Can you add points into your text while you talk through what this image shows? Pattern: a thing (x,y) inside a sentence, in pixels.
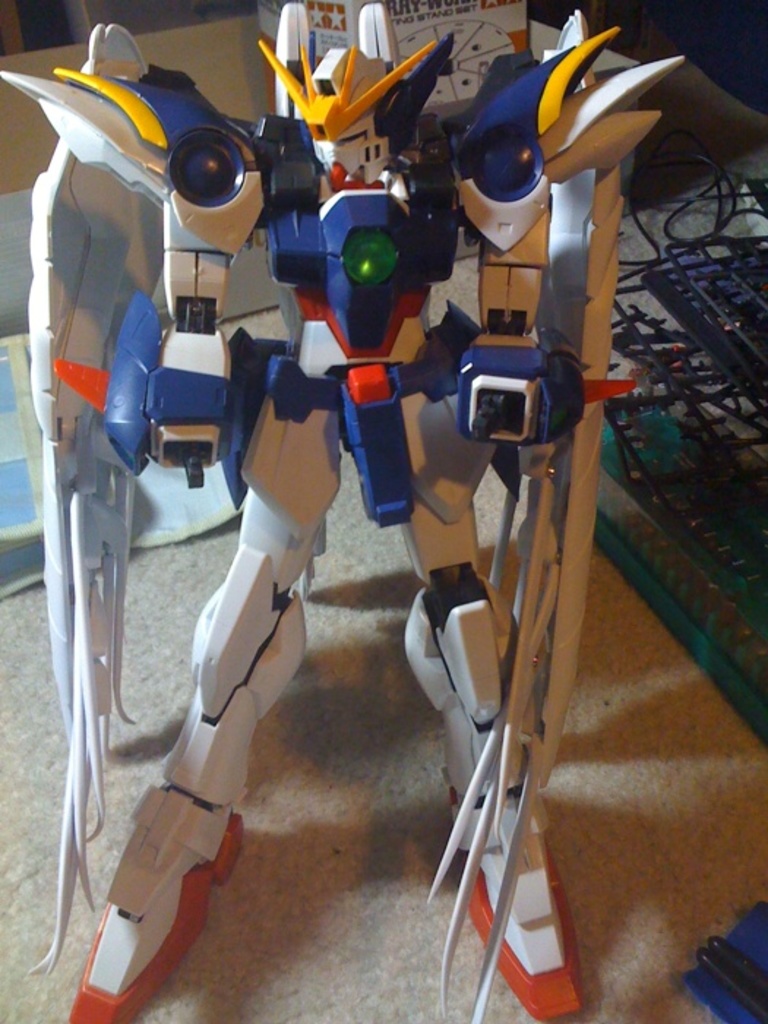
In this image there is a toy (495,563) on the floor (648,624) having plastic frames (689,371) and few objects (12,385) on it.
